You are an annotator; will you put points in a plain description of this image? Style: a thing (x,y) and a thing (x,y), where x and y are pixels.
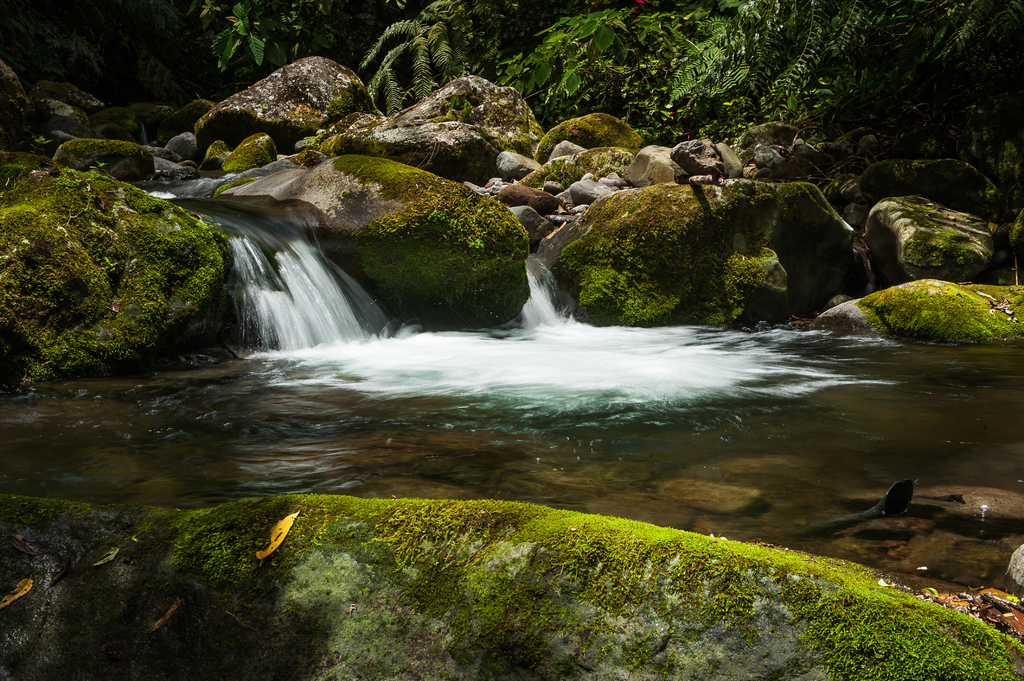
In this picture, there is water (524,427) flowing through stones (582,294). In the center (555,378), there is a pond (425,337). On the top (664,64), there are trees (691,74).
